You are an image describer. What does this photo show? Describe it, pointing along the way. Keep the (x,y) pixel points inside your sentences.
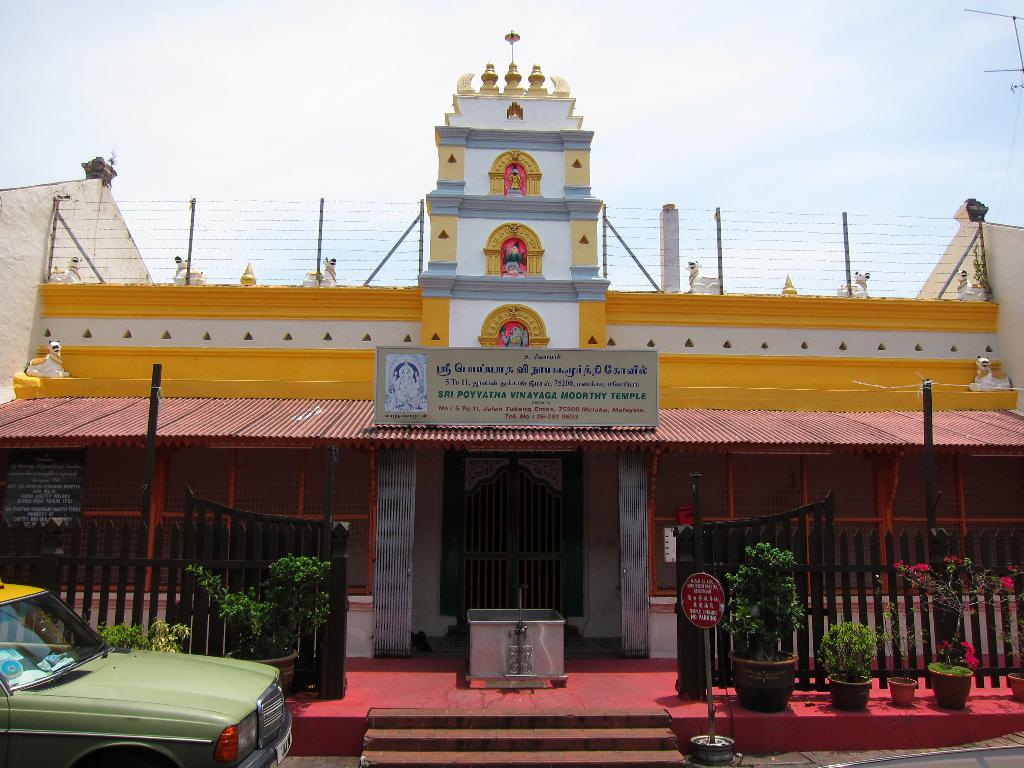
This picture is clicked outside. On the left corner (127,714) we can see a vehicle (150,714). In the center (484,393) we can see the stairs (562,713) and a podium (515,650) and the metal gate (523,550) and we can see the boards (593,384) on which we can see the text (551,390) and some pictures (390,365). In the foreground (275,638) we can see the potted plants (253,613) and the fence (864,549) and some metal rods (619,549). At the top (763,255) we can see the metal rods (962,259) and the sculptures (522,261) of some objects (516,272) and we can see the house (255,390). In the background (287,17) we can see the sky (823,10).
